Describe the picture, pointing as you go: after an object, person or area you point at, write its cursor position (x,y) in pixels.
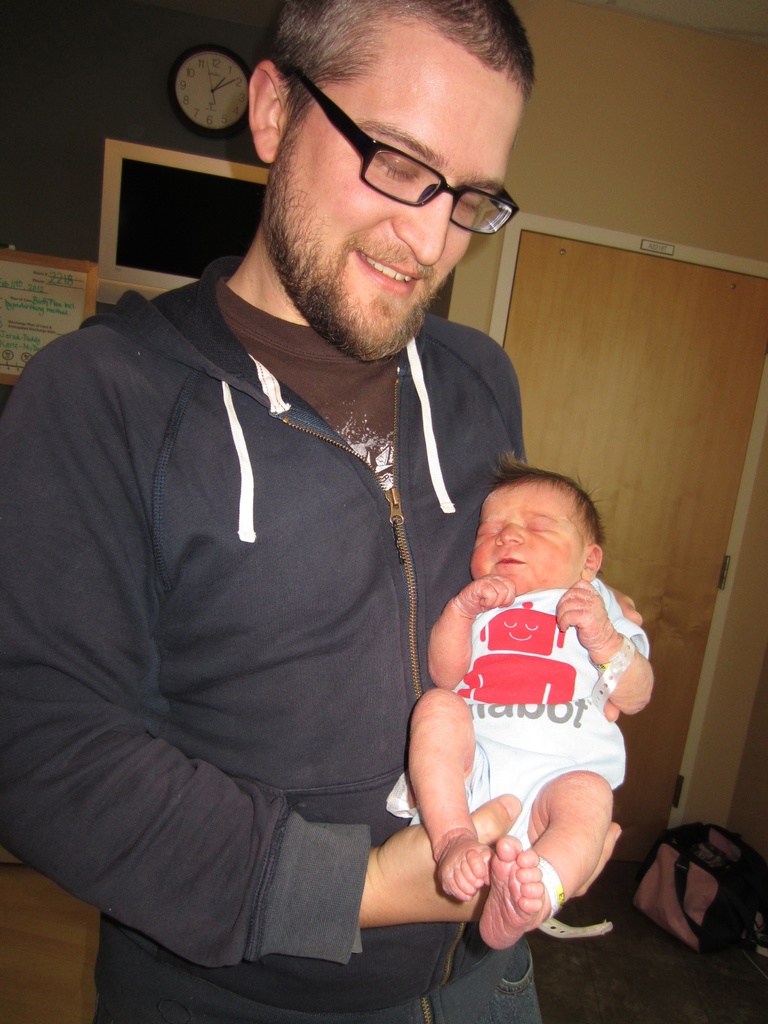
In the center of the image (315,522) we can see one person (283,587) is standing and he is holding one baby (483,602). And he is smiling and he is wearing glasses (391,194). In the background (610,118) there is a wall (641,176), door (597,459), wall clock (228,91), banner (6,288), bag (761,875) and a few other objects (174,227). On the banner (14,298), we can see some text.
